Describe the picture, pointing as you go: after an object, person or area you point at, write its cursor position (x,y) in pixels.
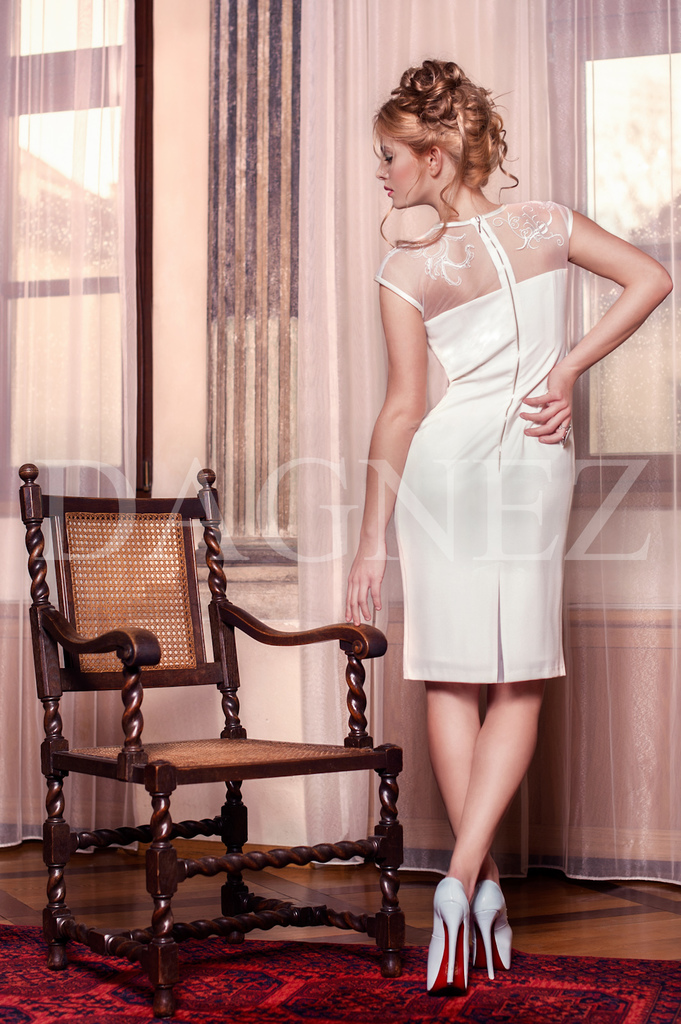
In this image I can see a woman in white dress (457,222). Here I can see a chair (264,633).
